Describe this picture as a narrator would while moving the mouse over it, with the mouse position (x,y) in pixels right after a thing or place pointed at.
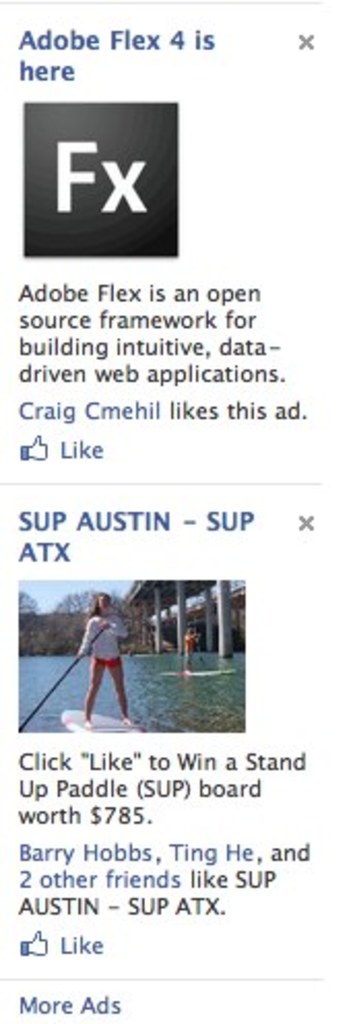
In this image I can see a logo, text (246,519) and a woman (94,682) is boating in the water (67,667). In the background (125,621) I can see poles (211,626), trees (34,619) and the sky (38,584). This image is taken during a day.
